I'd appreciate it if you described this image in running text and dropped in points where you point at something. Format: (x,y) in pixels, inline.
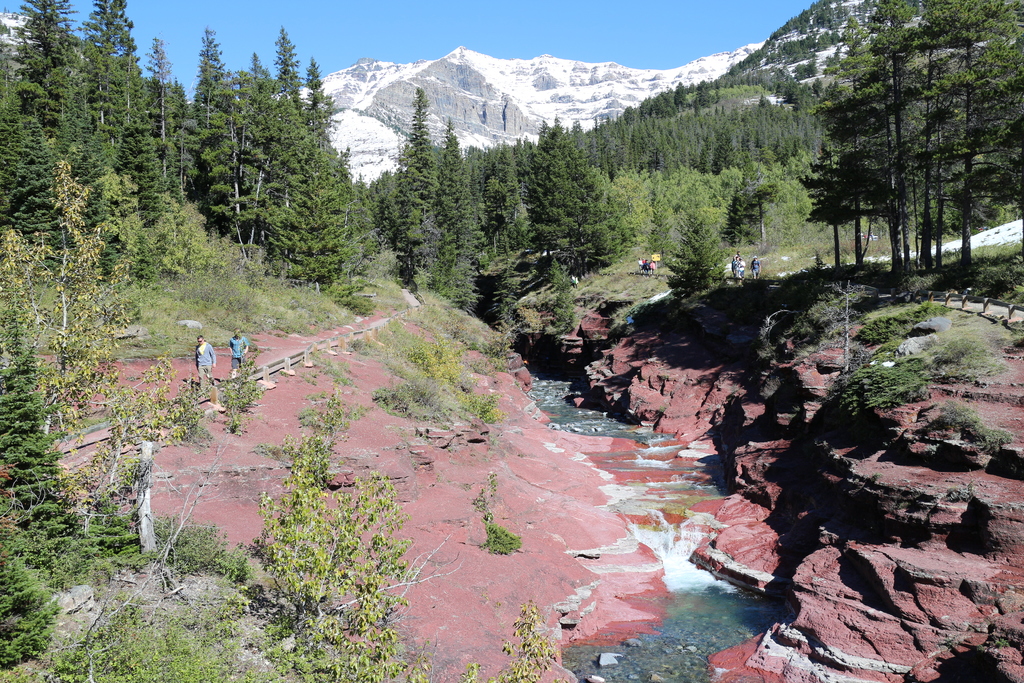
In the image, it is a hill station (196,313) and there is a river (662,475) flowing in between two rocks (508,365) and tourists (209,356) are walking around those rocks (810,367). Behind them there are plenty of trees (278,169) and in the background (358,92) there is a snow mountain (605,68).
